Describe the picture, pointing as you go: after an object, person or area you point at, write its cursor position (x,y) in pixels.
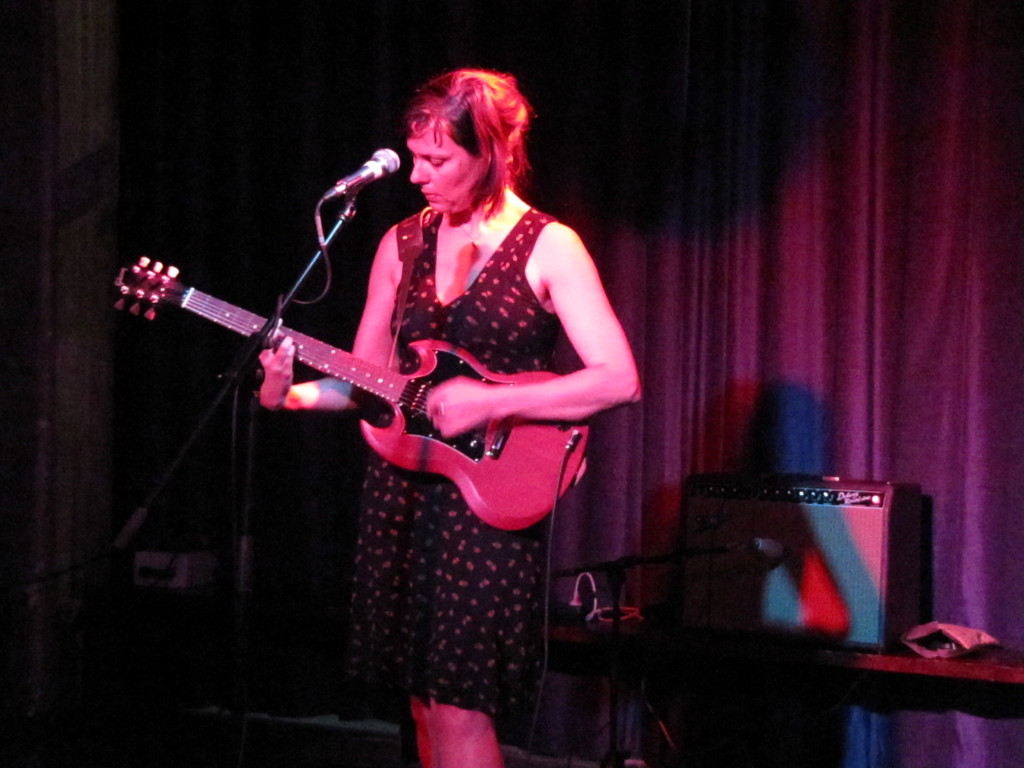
In the picture we can find a woman (467,396) standing and holding a guitar (420,395) near to microphone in background (219,126) we can find a curtain (812,197) near to it there is a table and some box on it.
